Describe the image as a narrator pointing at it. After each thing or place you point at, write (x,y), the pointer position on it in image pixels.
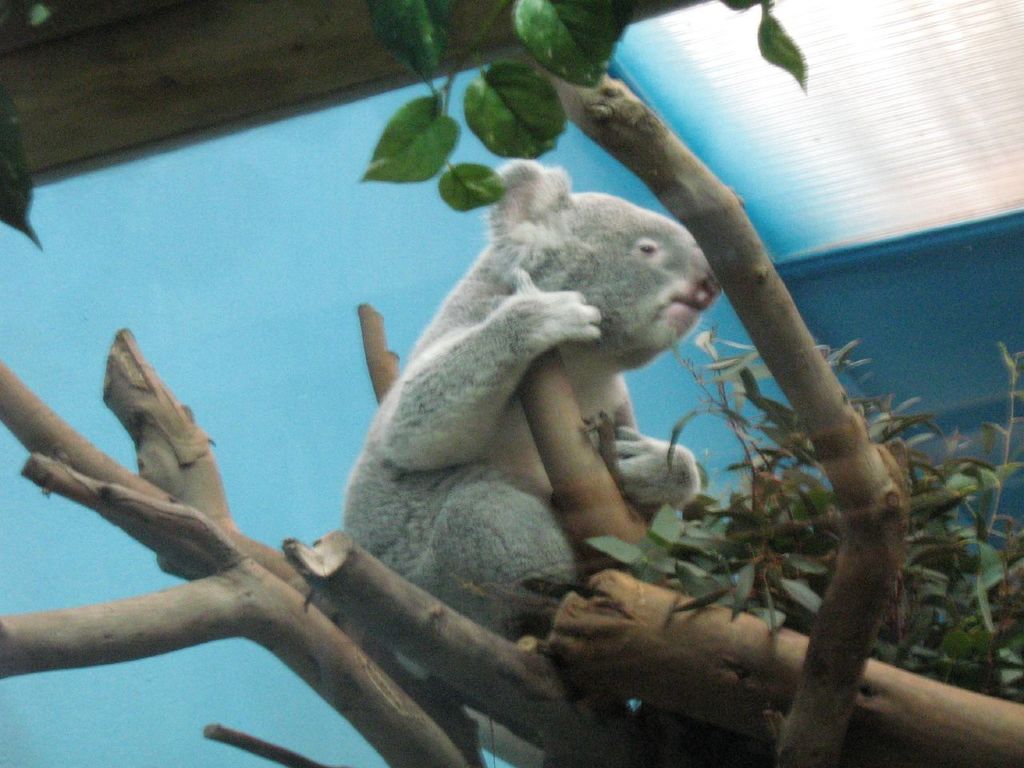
In this image we can see an animal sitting on a tree (666,587) and we can see some leaves (479,88) and we can see the background (38,305) in blue color.
